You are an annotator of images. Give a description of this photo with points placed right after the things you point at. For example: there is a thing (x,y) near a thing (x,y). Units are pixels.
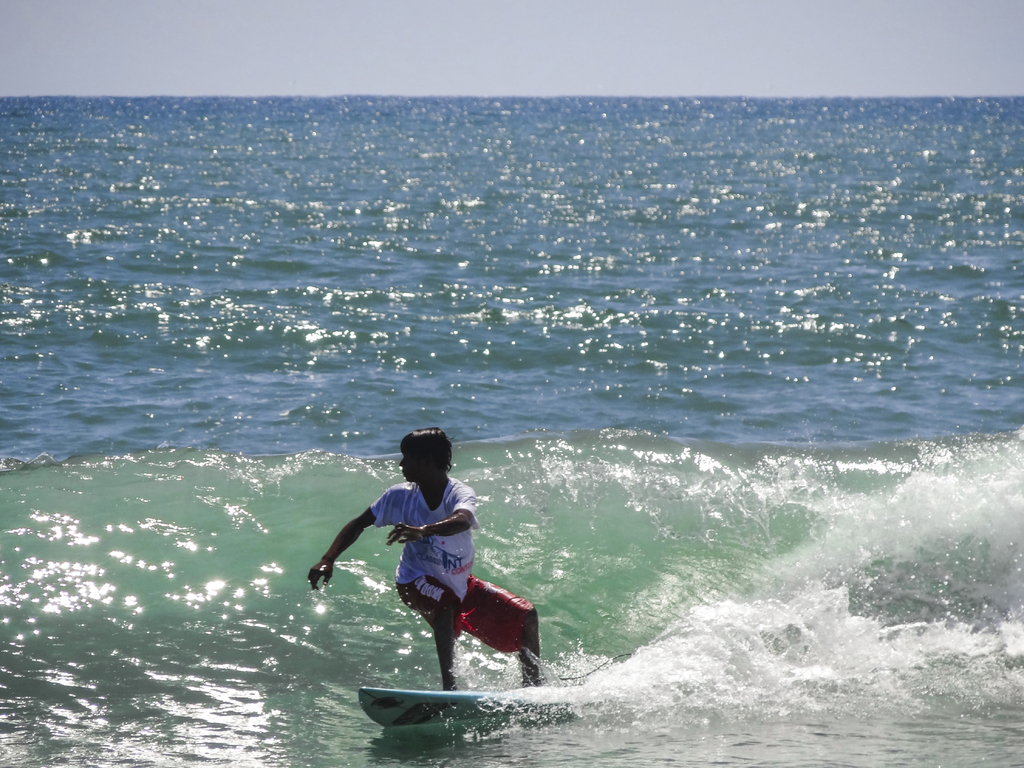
In the picture we can see a man (407,573) surfing on the surfboard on the surface (744,703) of the water (744,703) and in the background (815,341), we can see the water surface (555,115) and behind it we can see the sky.
